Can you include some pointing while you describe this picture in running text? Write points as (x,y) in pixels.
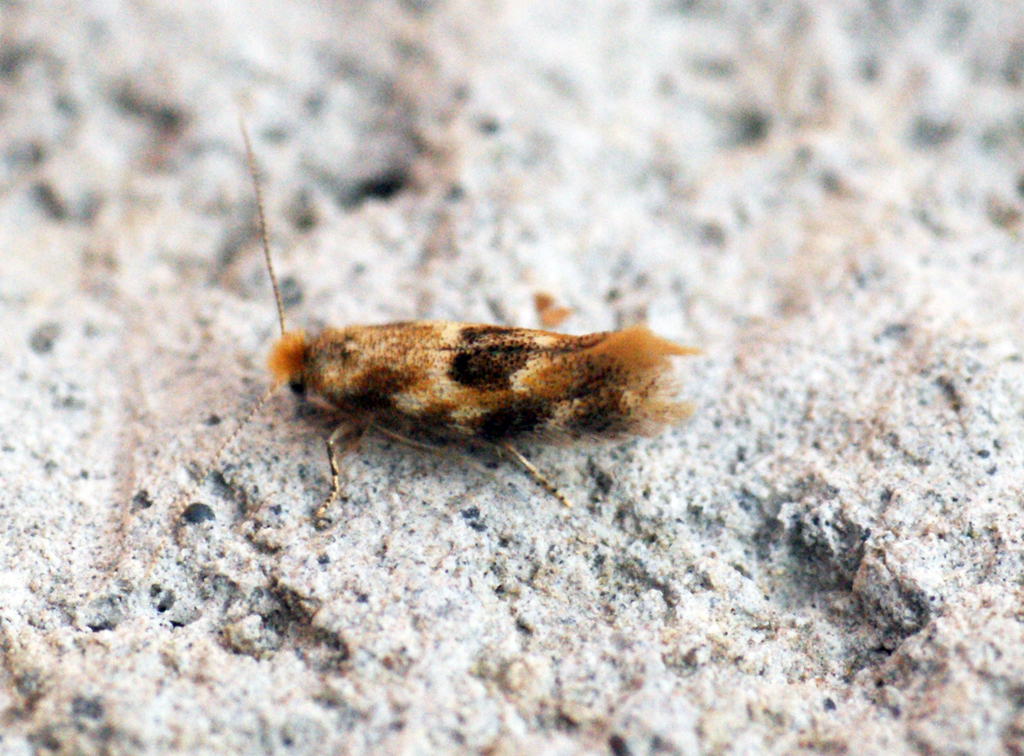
In this picture I can see a moth (375,416) on the rock (383,505).
